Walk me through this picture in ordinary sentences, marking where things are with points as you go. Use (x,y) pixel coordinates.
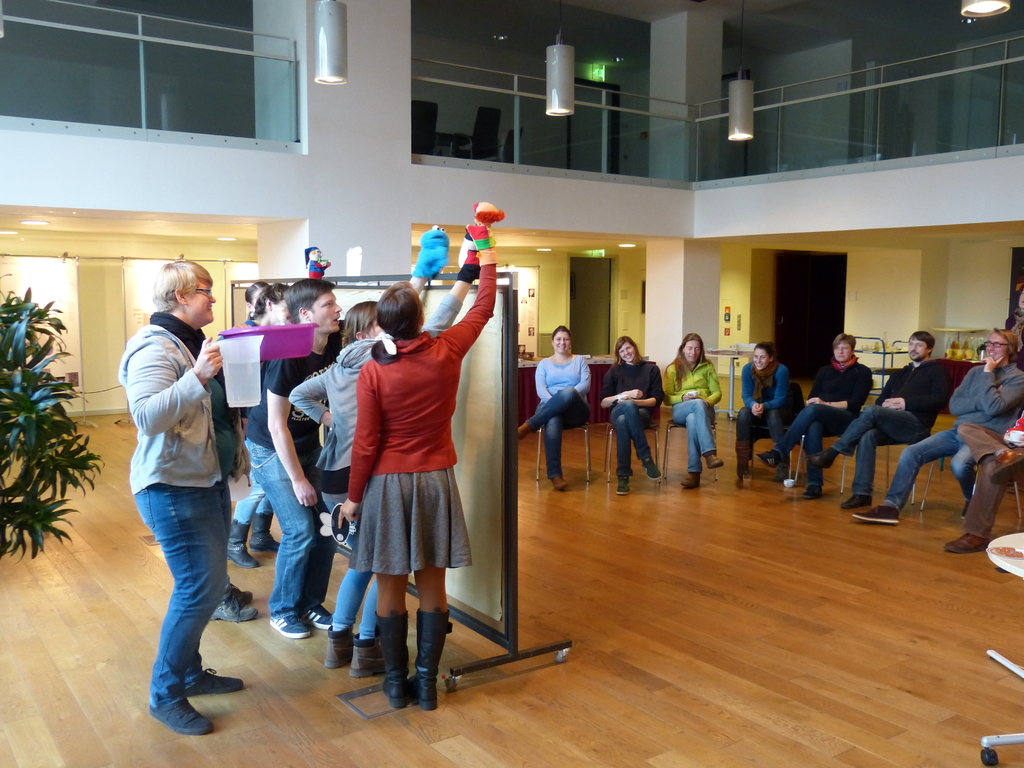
This picture is clicked inside. On the right (822,392) we can see the group of persons (765,363) sitting on the chairs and we can see a table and some other objects (865,350). On the left (317,333) we can see the group of persons (378,341) standing on the ground (1010,595) and there is a person (205,449) holding some objects (244,399) and standing on the ground (281,687). In the center (507,453) we can see the metal rods (534,648) and an object (480,411) placed on the ground (551,666). In the background (198,196) we can see the wall (324,180), doors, pillars (331,214) and some green leaves (29,403) which seems to be of a house plant (41,448). At the top (342,78) we can see the lights (341,61) hanging on the roof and we can see the deck rails (1001,100).
